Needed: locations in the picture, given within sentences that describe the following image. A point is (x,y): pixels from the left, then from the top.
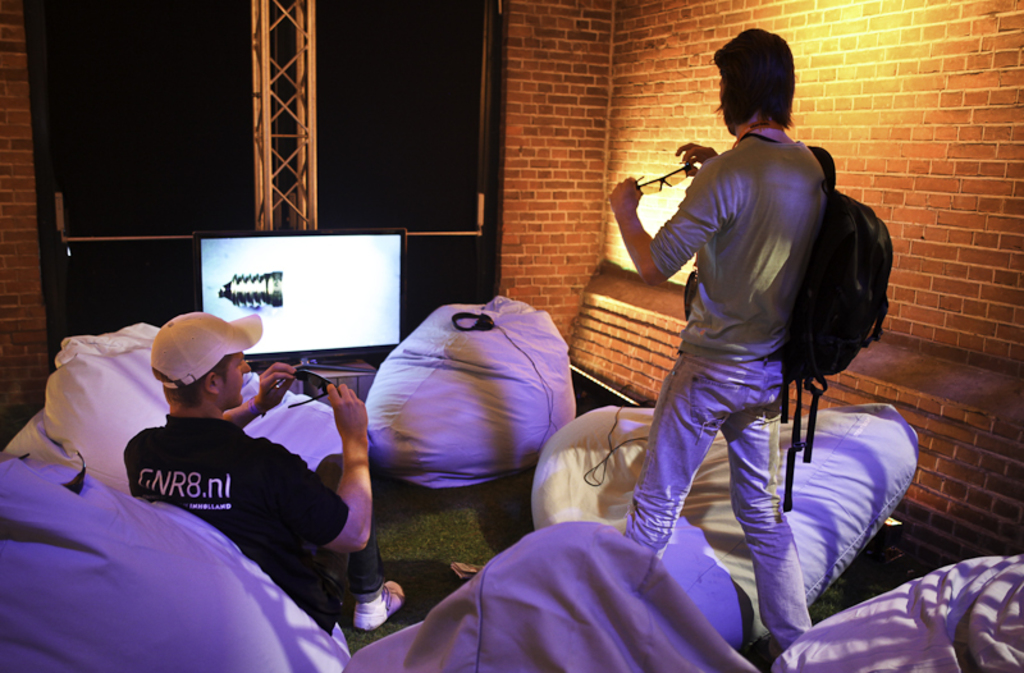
In this image in front (84,369) there are bean bags (559,551) and there are two persons (156,430) where one person (286,448) is sitting on a bean bag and the other person (791,569) is standing on the grass (860,565). In front of them there is a TV (306,295). Behind the TV (306,295) there is a black curtain (364,143). On the backside (593,81) there is a wall (674,150). In front of the wall (661,224) there is a light (654,207).
